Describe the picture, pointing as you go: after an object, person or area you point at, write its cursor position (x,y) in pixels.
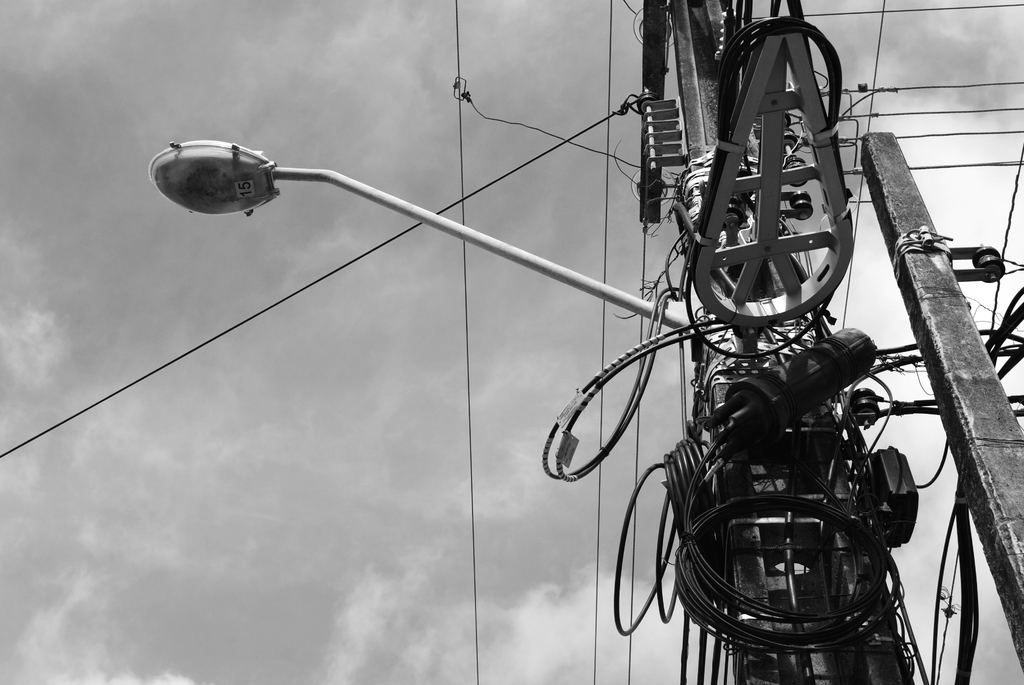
This is a black and white picture. In this picture, we see electric pole (784,458), power pole (770,469), street light (248,193) and wires (610,14). In the background (237,435), we see the sky (314,478).
